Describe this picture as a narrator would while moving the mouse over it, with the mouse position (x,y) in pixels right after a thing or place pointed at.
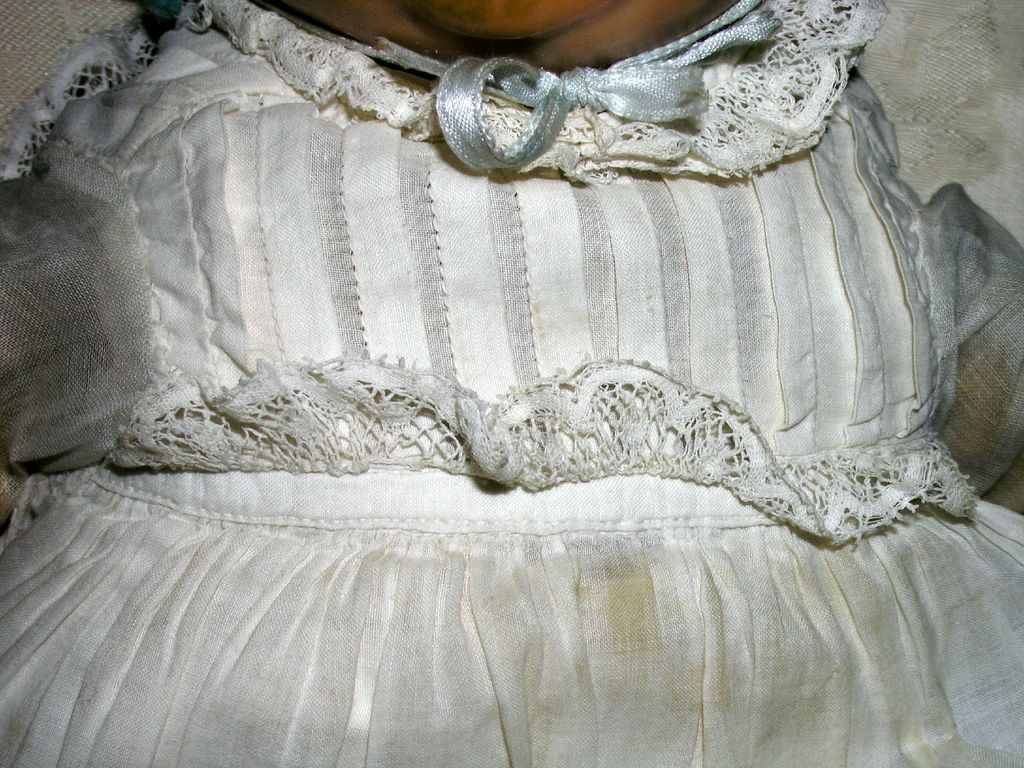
In this image there is a white color dress (449,326), at the background of the image (893,77) there is a cloth (960,62).
